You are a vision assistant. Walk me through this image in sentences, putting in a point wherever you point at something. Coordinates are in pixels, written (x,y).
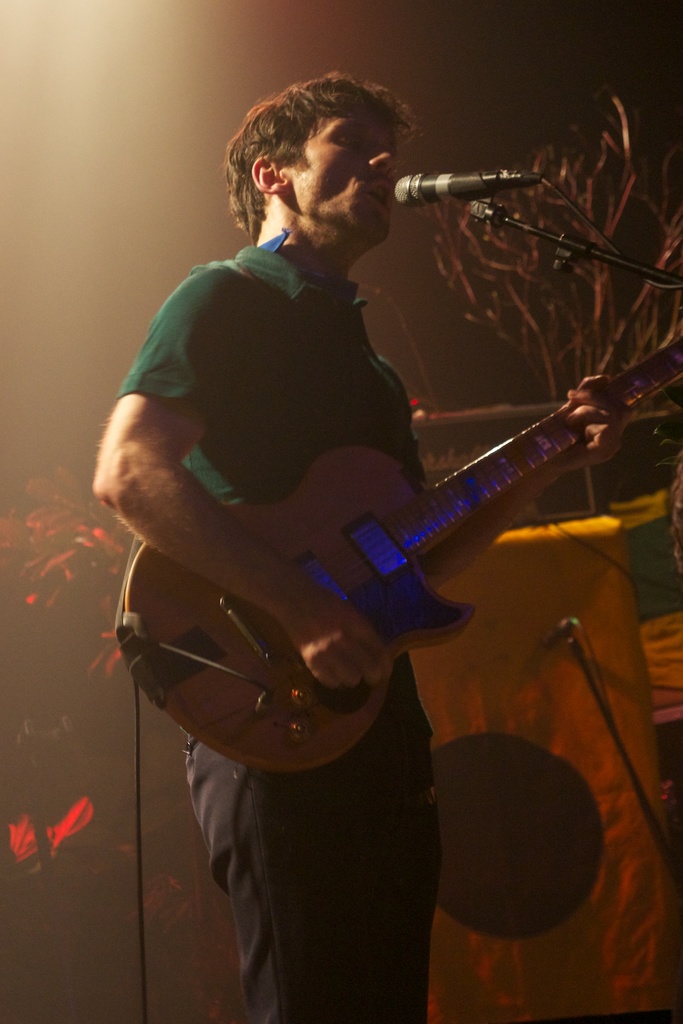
A man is standing also playing the guitar (454,501). Singing on the microphone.
